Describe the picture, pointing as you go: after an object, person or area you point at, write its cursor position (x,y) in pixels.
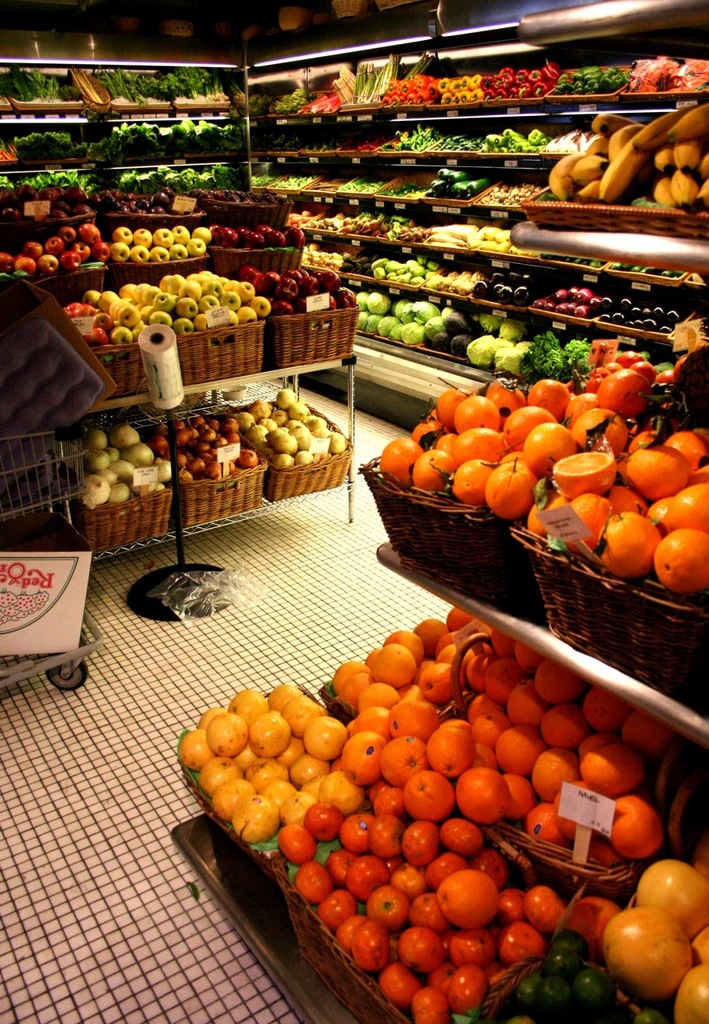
In the picture we can see a supermarket (187,836) with fruits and vegetables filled with the racks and on the tables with baskets (255,362).
